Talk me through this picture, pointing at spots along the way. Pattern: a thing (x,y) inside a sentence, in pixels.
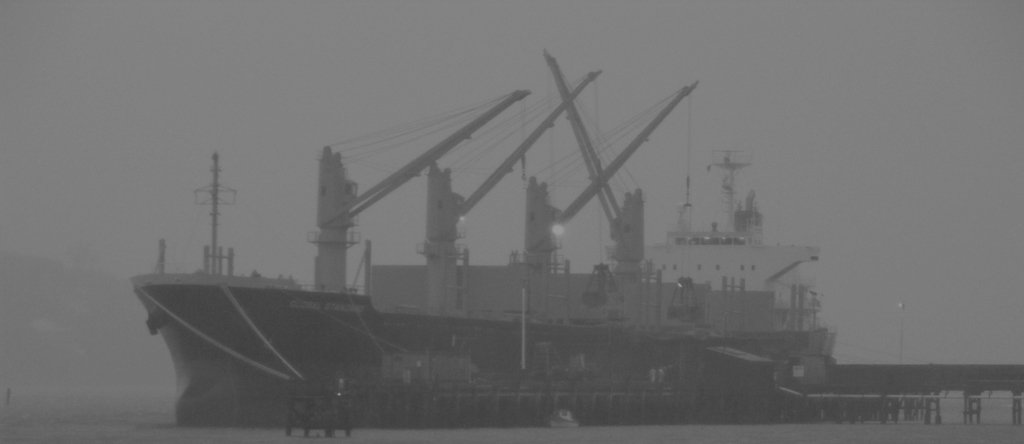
In this image there is a ship (674,389) on a sea (121,438).
